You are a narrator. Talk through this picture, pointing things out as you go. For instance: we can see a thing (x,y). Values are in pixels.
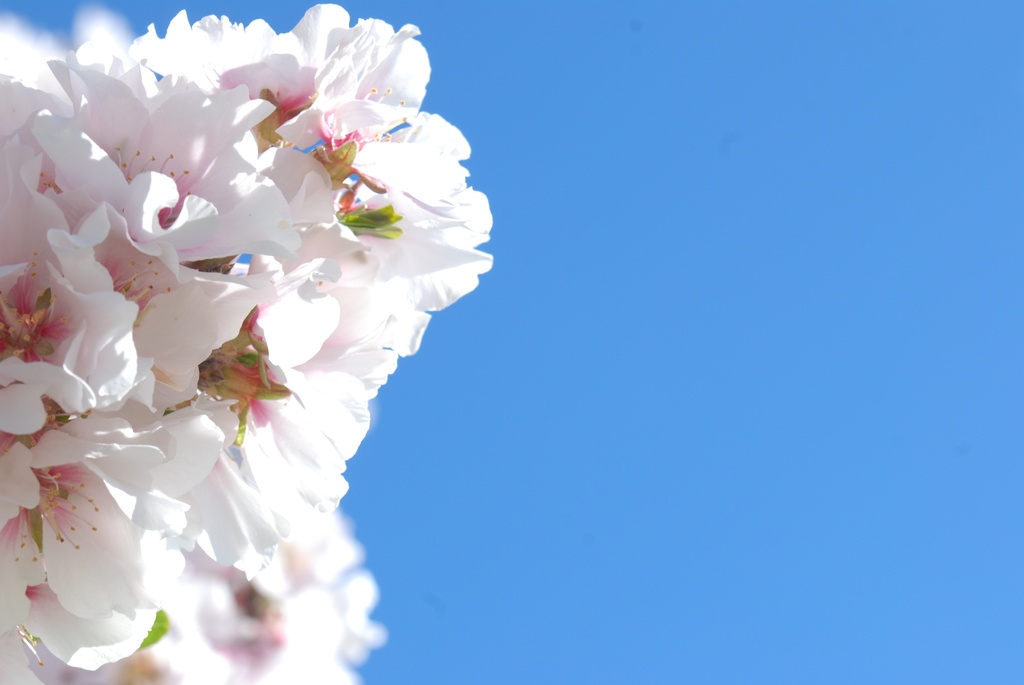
In this picture I can see bunch of white flowers (148,267), and there is blue background (644,262).
